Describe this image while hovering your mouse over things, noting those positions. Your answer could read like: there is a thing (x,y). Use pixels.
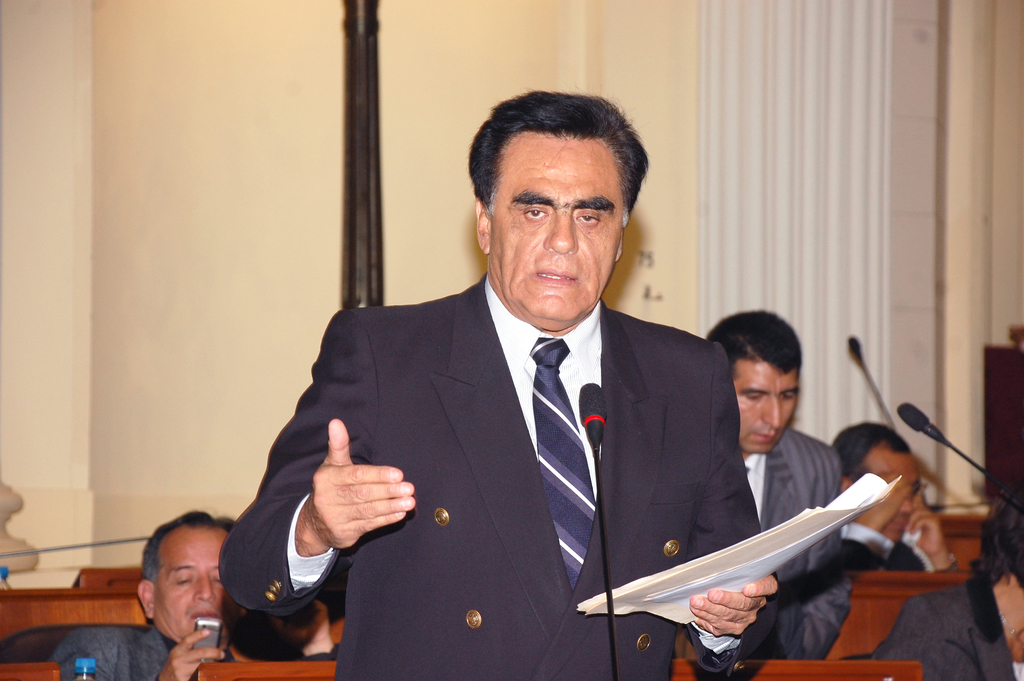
In this image in the front (518,478) there is a man (515,496) standing and holding papers (759,546) in his hand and speaking. In front of the man (558,432) there is a mic (596,466) which is black in colour. In the background (216,569) there are persons (200,607) sitting and there is a man (787,494) standing in the background (372,155) and there is a black colour pole (356,158) and there is a wall (148,229) which is cream in colour. On the right side (837,170) there is an object (808,171) which is white in colour and in front of the object (843,365) there are Mics (912,413). On the left side (80,665) there are bottles (1,578).
